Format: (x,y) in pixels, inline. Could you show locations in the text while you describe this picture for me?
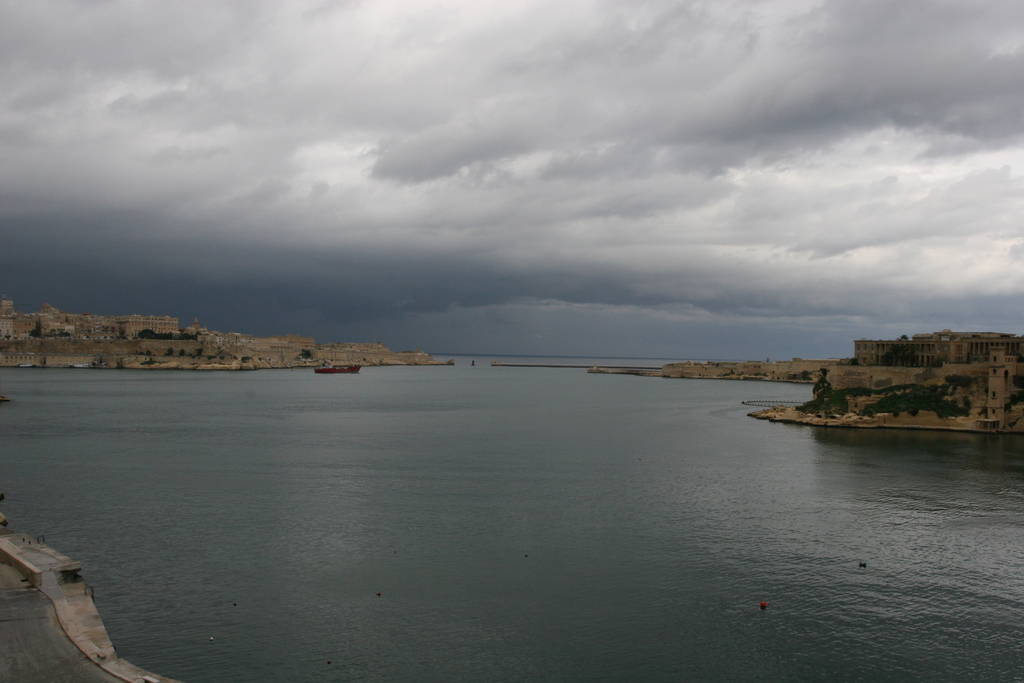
In this image we can see water (411,499) and a boat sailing on it. Beside the water (590,421) we can see building (200,343) on the both side of the image and we can see clouds (530,285) in the sky (529,293).
